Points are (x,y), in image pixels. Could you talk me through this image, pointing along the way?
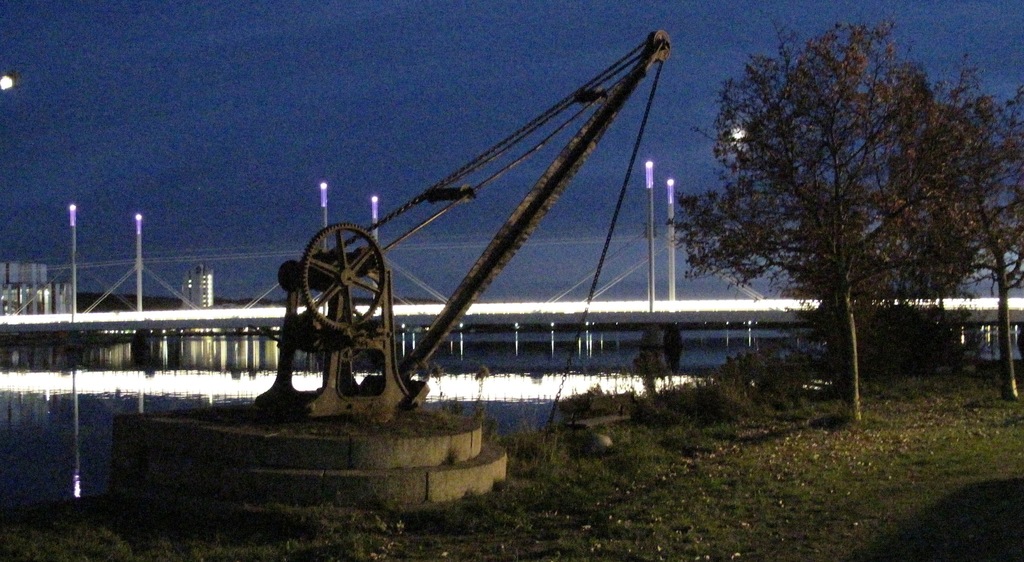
In the image there is a pulley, beside that there is grass (944,508) and a tree (849,311), behind the pulley (286,382) there is a water surface (5,430) and in the background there are pole lights (139,239).
